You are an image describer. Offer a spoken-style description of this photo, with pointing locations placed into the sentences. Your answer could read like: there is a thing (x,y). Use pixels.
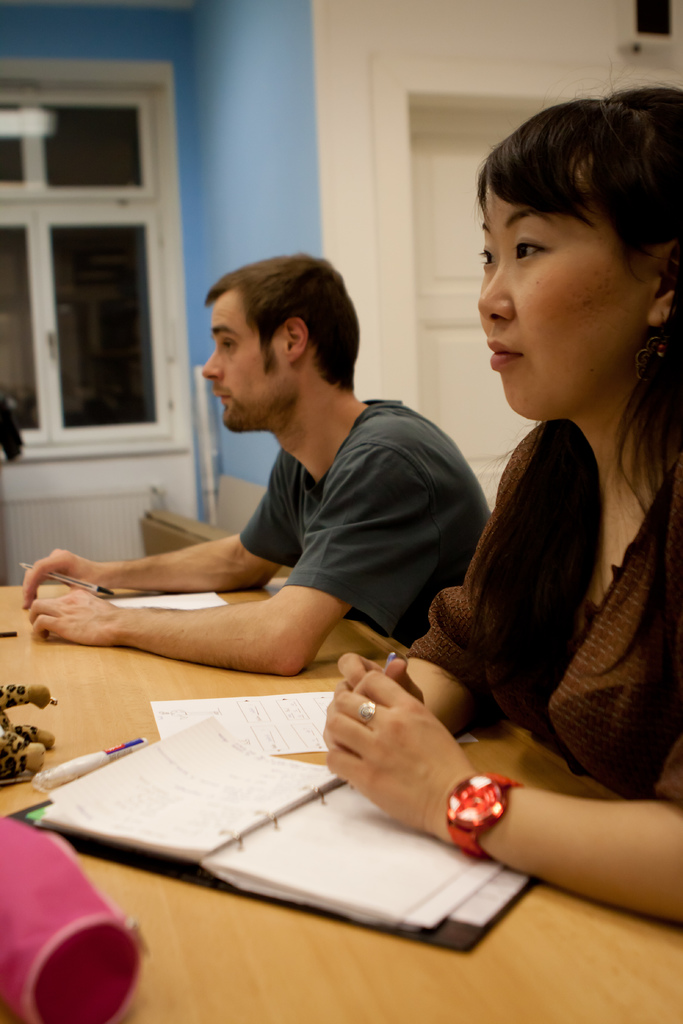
In the foreground of this image (662,1015), there is a woman (493,607) and a man (322,580) sitting in front of a table (359,981) on which there is a pouch (78,924), marker (90,767) and papers (215,698) and they are holding pens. In the background (253,203), there is a window (118,129) and a wall (342,71).
